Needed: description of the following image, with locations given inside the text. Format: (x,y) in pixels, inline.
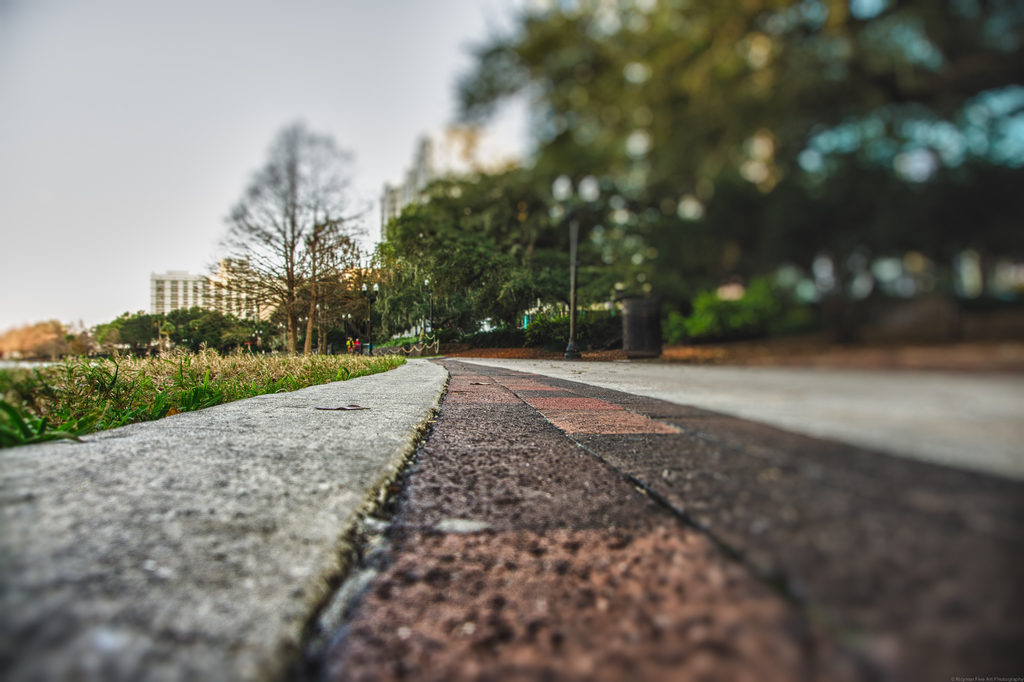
As we can see in the image there is grass (321,355), plants (607,328), trees (498,294), buildings (198,294) and a sky (383,76).
